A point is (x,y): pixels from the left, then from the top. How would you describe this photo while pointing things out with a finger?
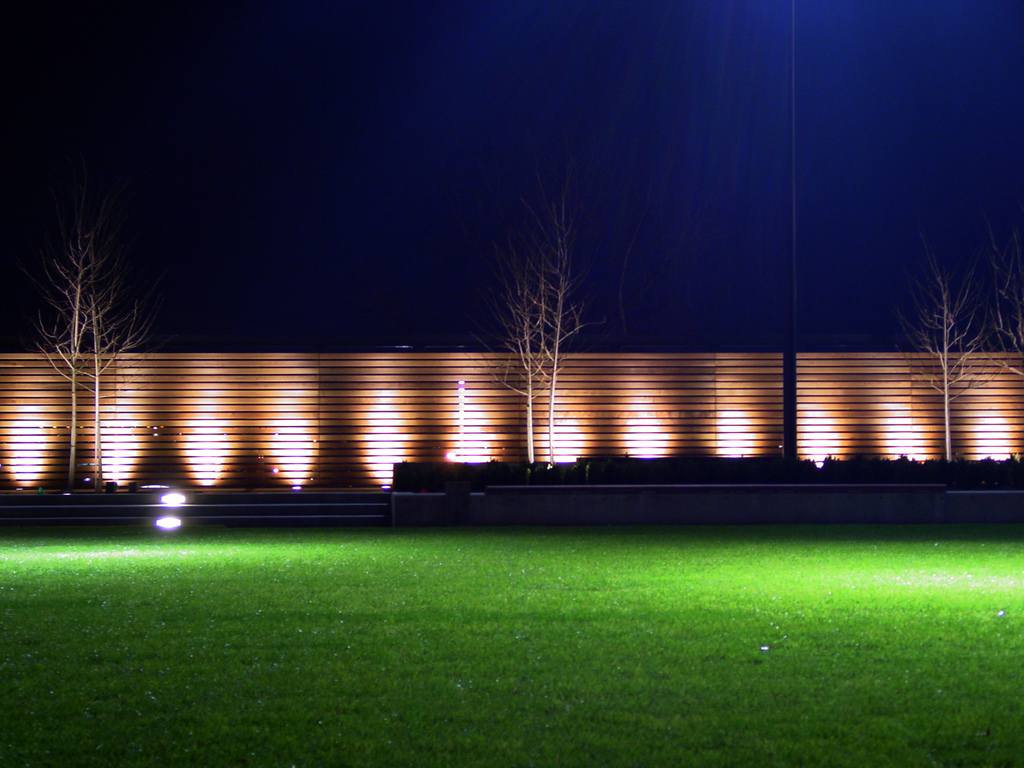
In this picture I can see green grass (459,658). I can see wooden fence (403,458). I can see the lights (177,521). I can see the sky (484,159).
